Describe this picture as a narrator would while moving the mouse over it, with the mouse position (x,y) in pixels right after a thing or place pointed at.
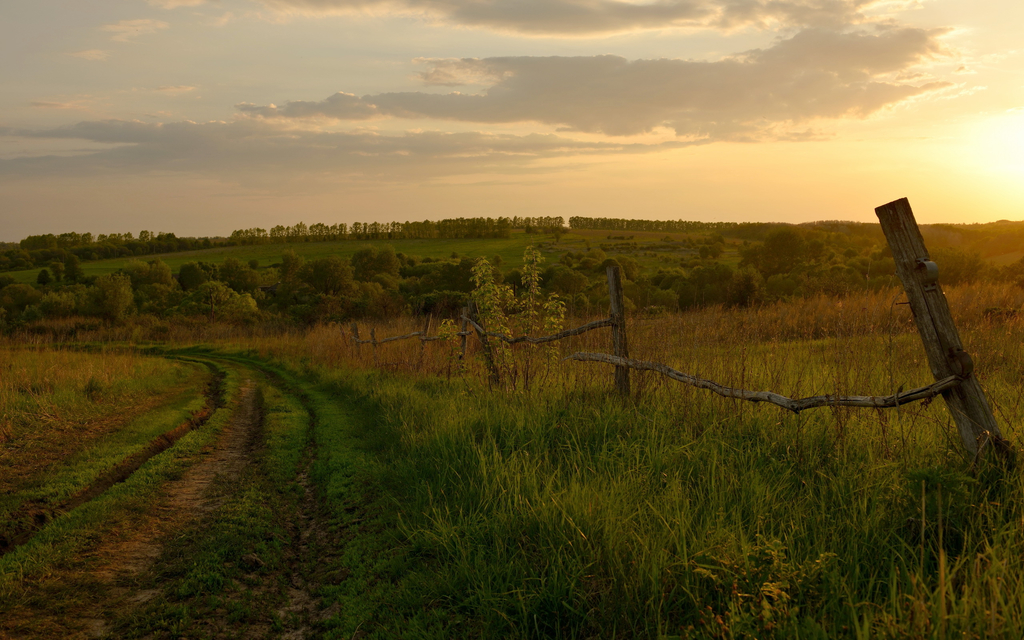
In the center of the image (391,245) we can see trees (357,260), grass (490,247), plants (398,296), fencing (561,333) are there. At the bottom of the image (136,548) ground (184,469) is there. At the top of the image (254,97) clouds (494,131) are present in the sky (551,107).
